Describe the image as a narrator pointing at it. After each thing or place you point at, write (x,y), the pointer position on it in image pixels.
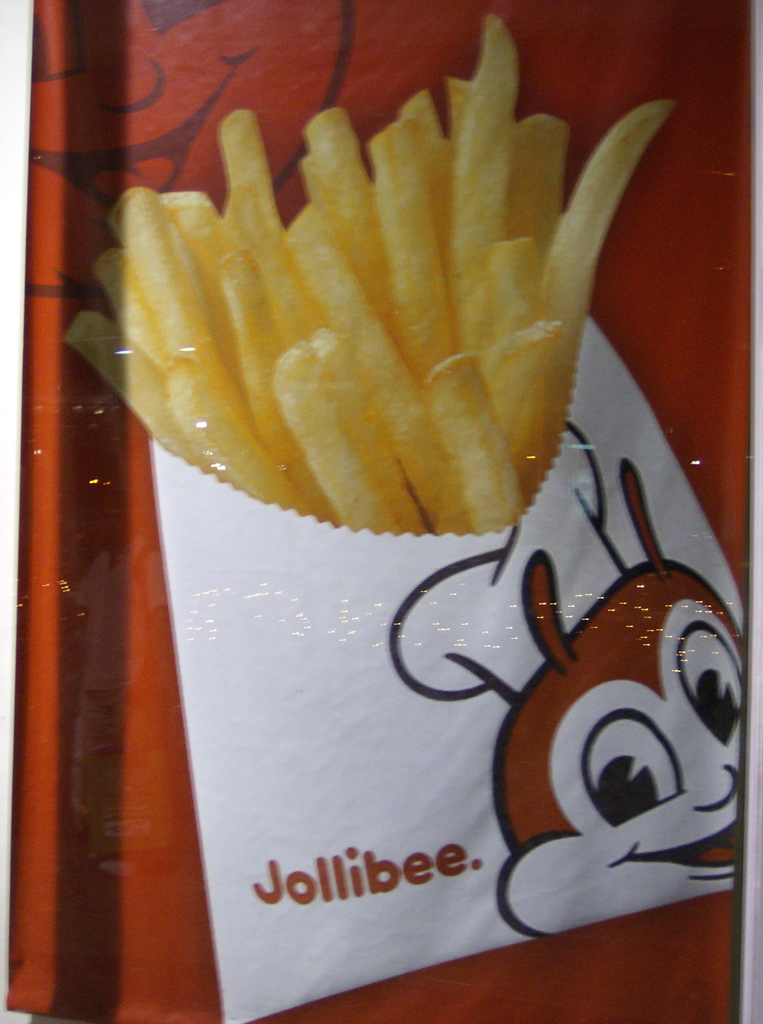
Here we can see a picture of french fries (477,310) and cartoon image (565,733). Background (96,205) it is in red color.
